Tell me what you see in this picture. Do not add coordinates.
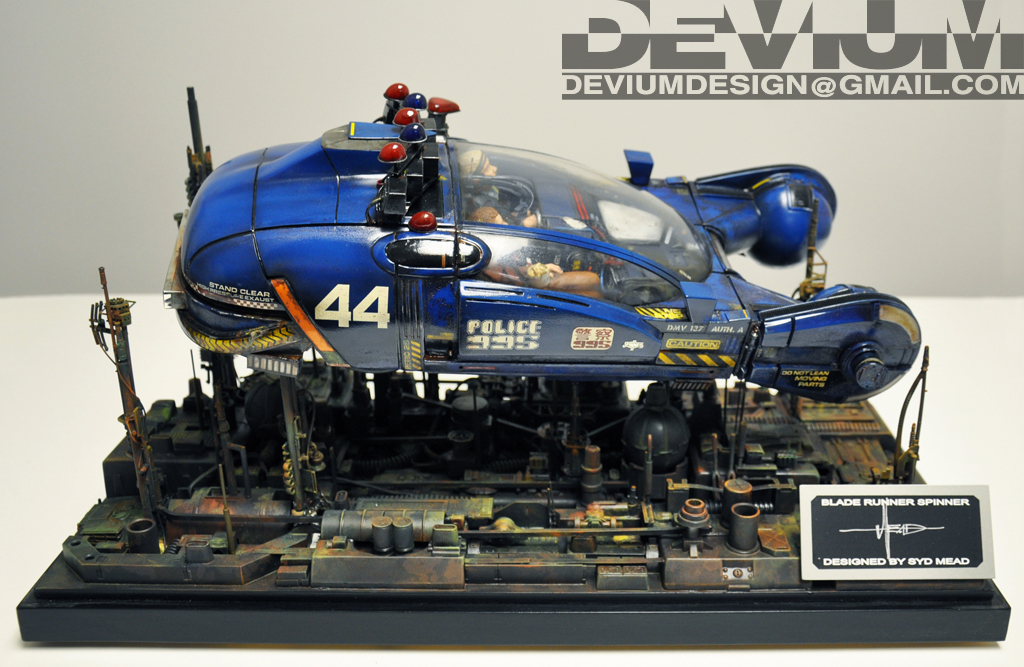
In this picture we can see an flying car model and in the background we can see a wall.
